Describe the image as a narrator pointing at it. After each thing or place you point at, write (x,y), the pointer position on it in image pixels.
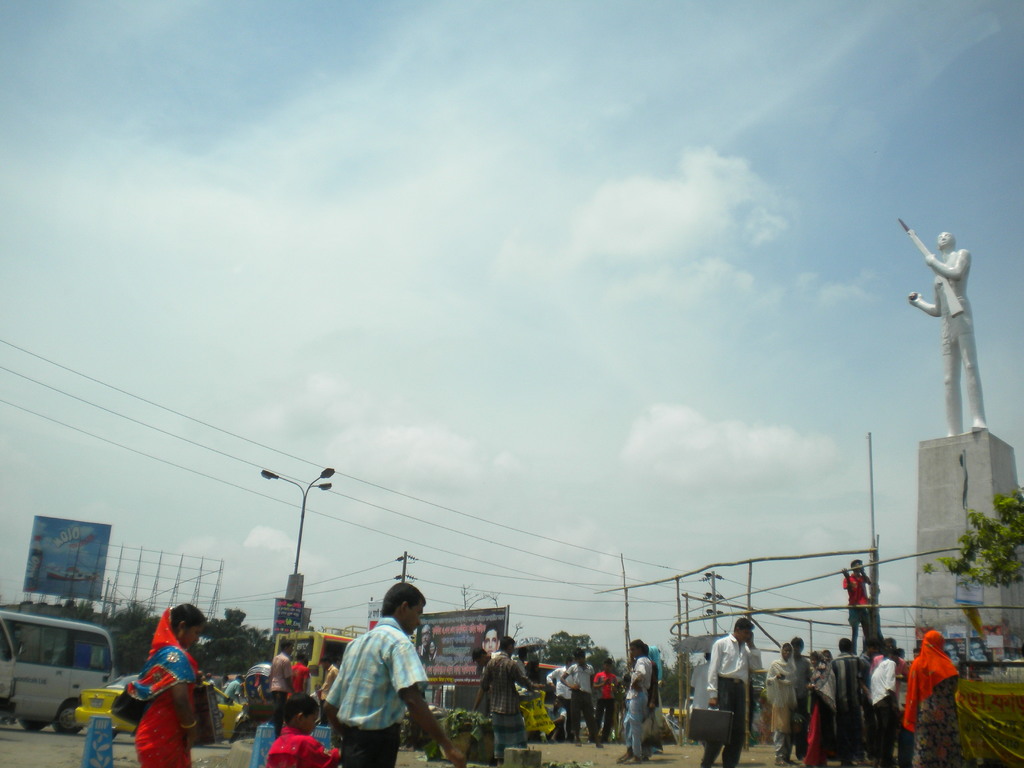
In the foreground (392,660), I can see a crowd (352,652), vehicles (322,654), light poles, boards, statue (961,496) and trees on the road (570,758). In the background (726,353), I can see wires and the sky (524,235). This picture might be taken in a day.
